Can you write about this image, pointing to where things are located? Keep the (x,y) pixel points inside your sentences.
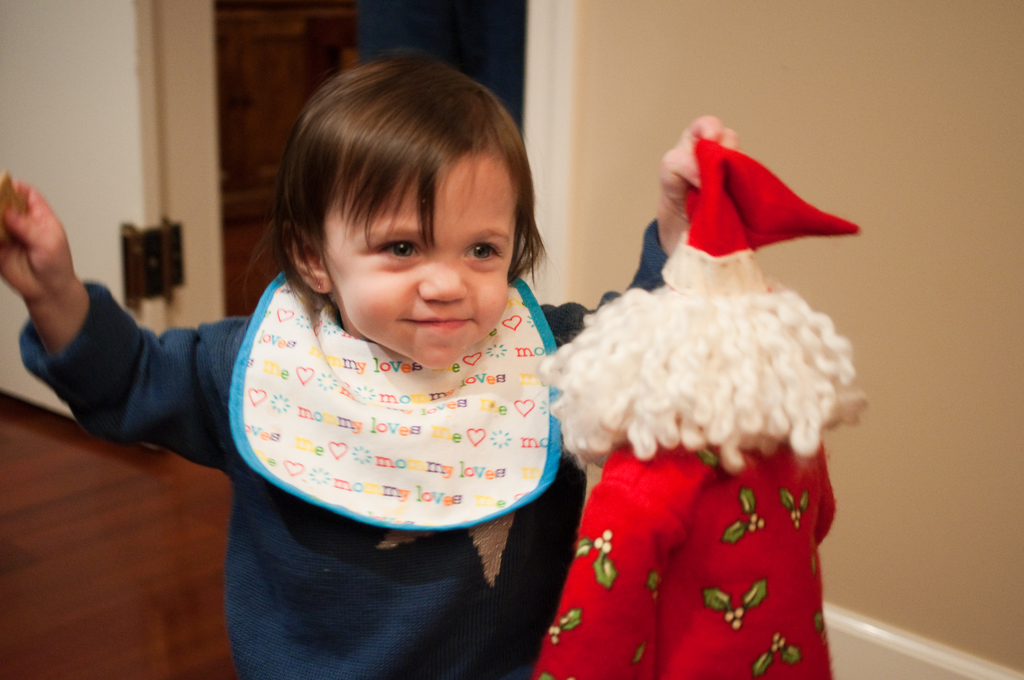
In this image there is a boy (555,465) holding the toy (700,398). In the background of the image (811,156) there is a wall (954,377). On the left side of the image (158,138) there is a door (111,187). At the bottom of the image (110,577) there is a floor (77,577).
